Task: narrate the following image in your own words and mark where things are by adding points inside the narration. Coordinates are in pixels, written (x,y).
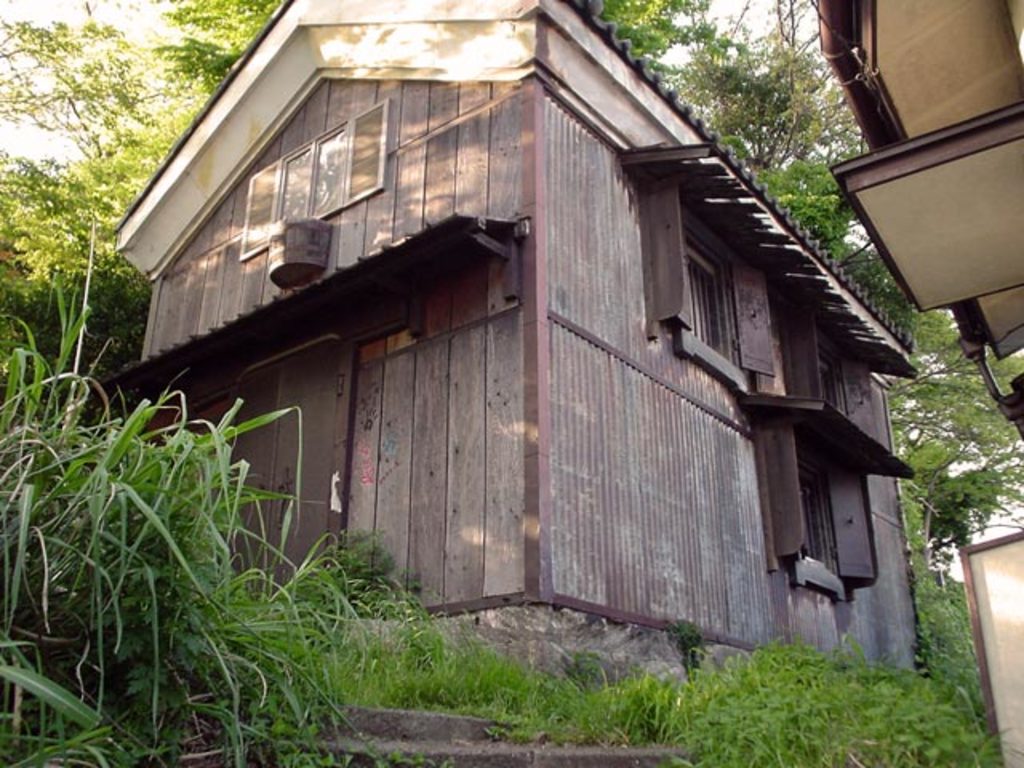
In this image I can see a building (640,363). At the bottom (715,698) there is some grass (506,688). On the left side (152,589) there is a plant (135,582). In the background (81,262) there is a tree (135,161).
